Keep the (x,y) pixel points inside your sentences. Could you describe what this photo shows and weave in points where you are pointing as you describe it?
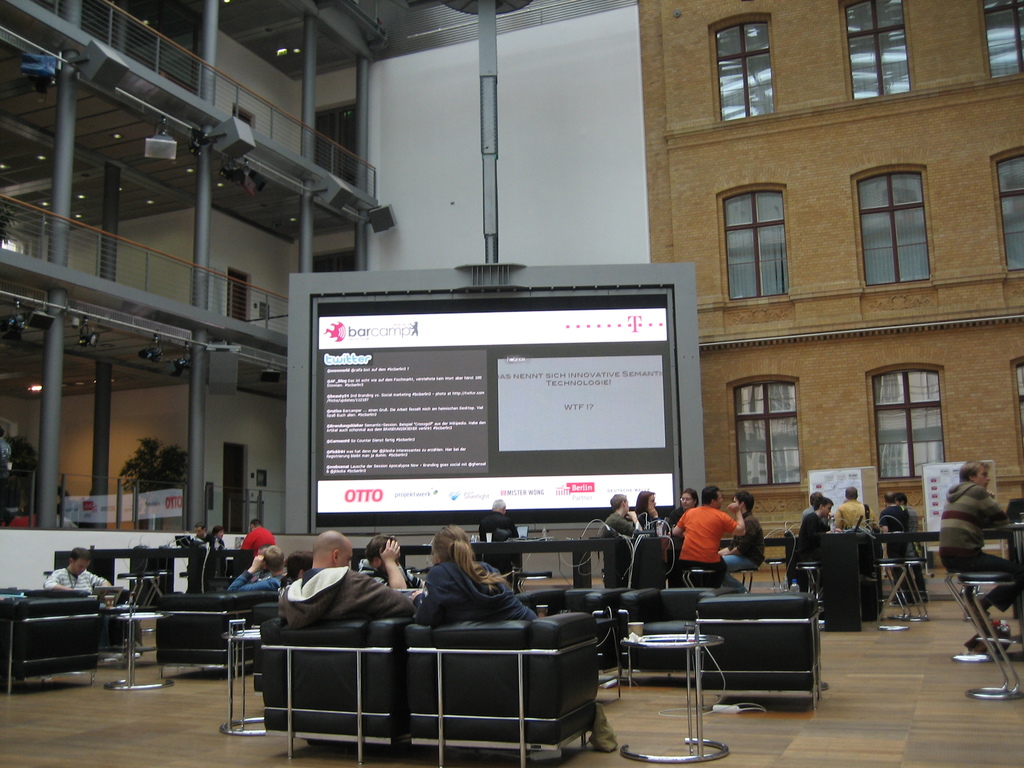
The image is taken inside a room (836,639). There are many people (448,618) in the image. There are many couches (50,615), tables (827,545) and chairs (782,563). People (810,555) are sitting on couches (590,623) and chairs (690,586). There is a big screen (385,385) in the image on which some text (419,411) is displayed. There are many glass windows (747,220) on the wall (792,221). On the left corner (311,101) there is railing (263,119), pillars (304,104), lights (155,148). There is also a door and a plant (182,465) beside it.
